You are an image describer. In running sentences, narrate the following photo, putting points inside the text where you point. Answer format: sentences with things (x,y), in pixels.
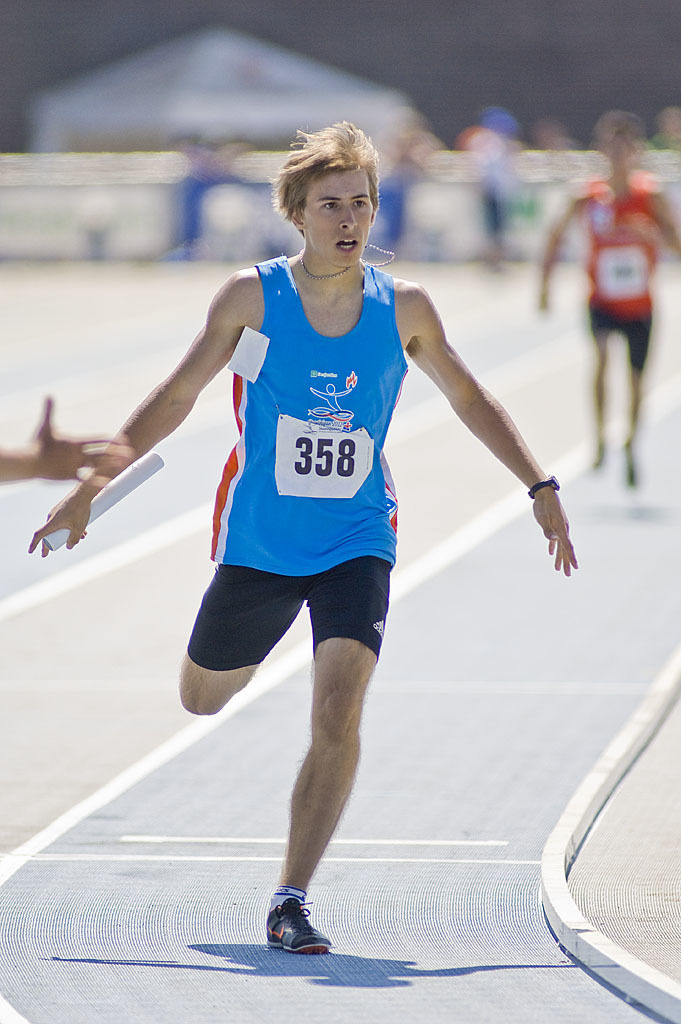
In the foreground of the picture (165,412) I can see a man (188,687) running on the floor (328,916) and he holding the baton (136,470) in his right hand (72,513). I can see the hand (118,471) of a person (118,466) on the left side (21,453). In the background (628,413), I can see another man (623,168) running on the floor (564,413) and he is on the right side (565,287).
